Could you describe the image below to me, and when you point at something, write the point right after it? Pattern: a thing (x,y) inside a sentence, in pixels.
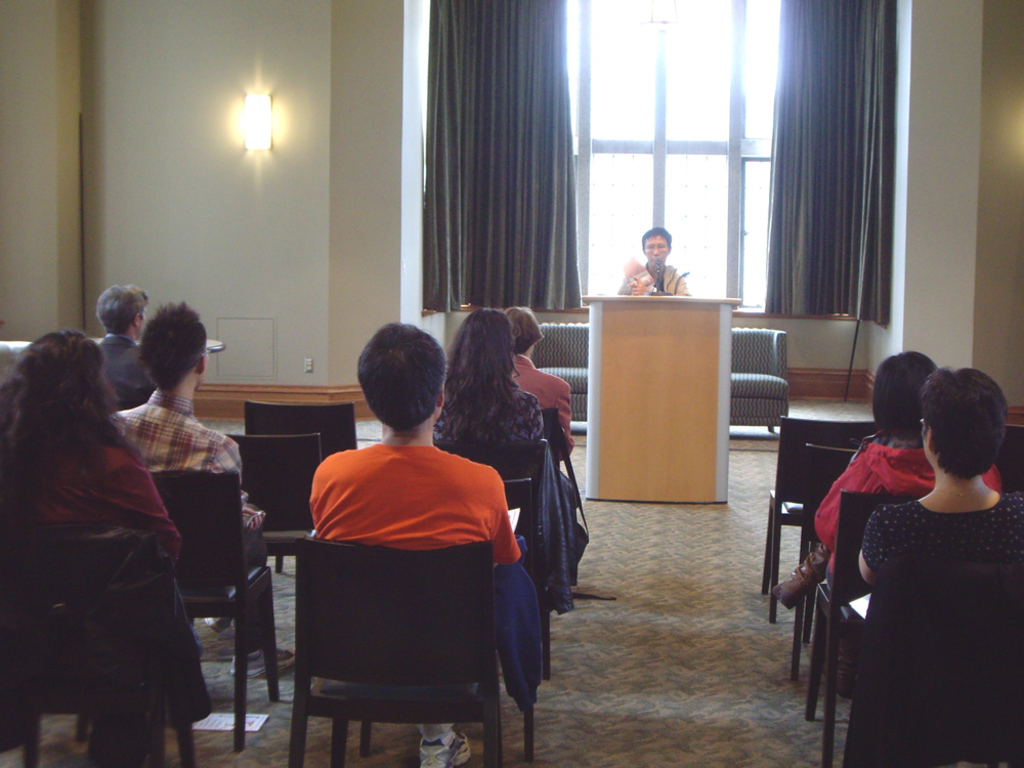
In this image there are group of people (120,444) who are sitting on a chair (261,411) and in the center (618,333) there is one podium (649,348) and one man (652,266) is standing and talking. On the background (164,34) there is a wall (190,79) and on the wall (291,128) there is one light (254,110) and on the right side (747,107) there is one window (588,90) and some curtains (845,154) are there.
